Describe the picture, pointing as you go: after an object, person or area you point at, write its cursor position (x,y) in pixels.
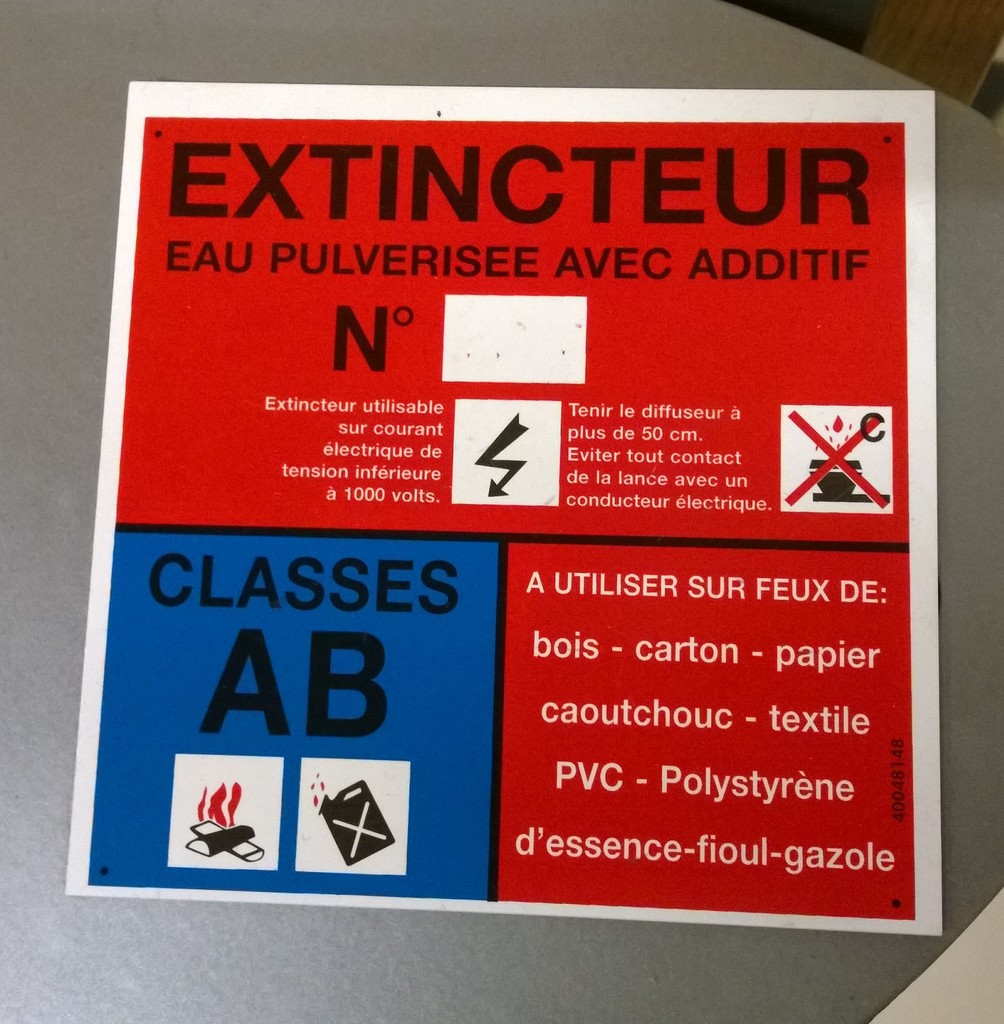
There is a poster (682,503) which is in red, black and blue color combination pasted on an object (971,343). Which is in gray color.
